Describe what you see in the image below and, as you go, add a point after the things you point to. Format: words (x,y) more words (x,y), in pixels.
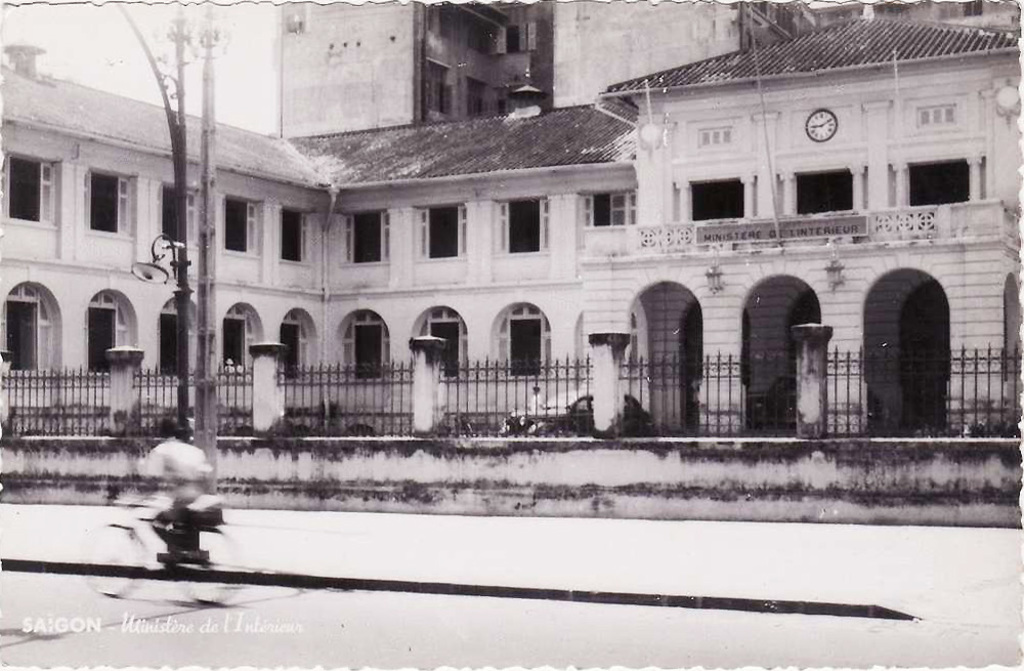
In this image we can see a person (173,482) riding a bicycle (141,585) on the road (264,607). In the background (279,292), we can see a iron fence (23,416) a building (226,270), group of poles (205,214) and the sky (247,73).
